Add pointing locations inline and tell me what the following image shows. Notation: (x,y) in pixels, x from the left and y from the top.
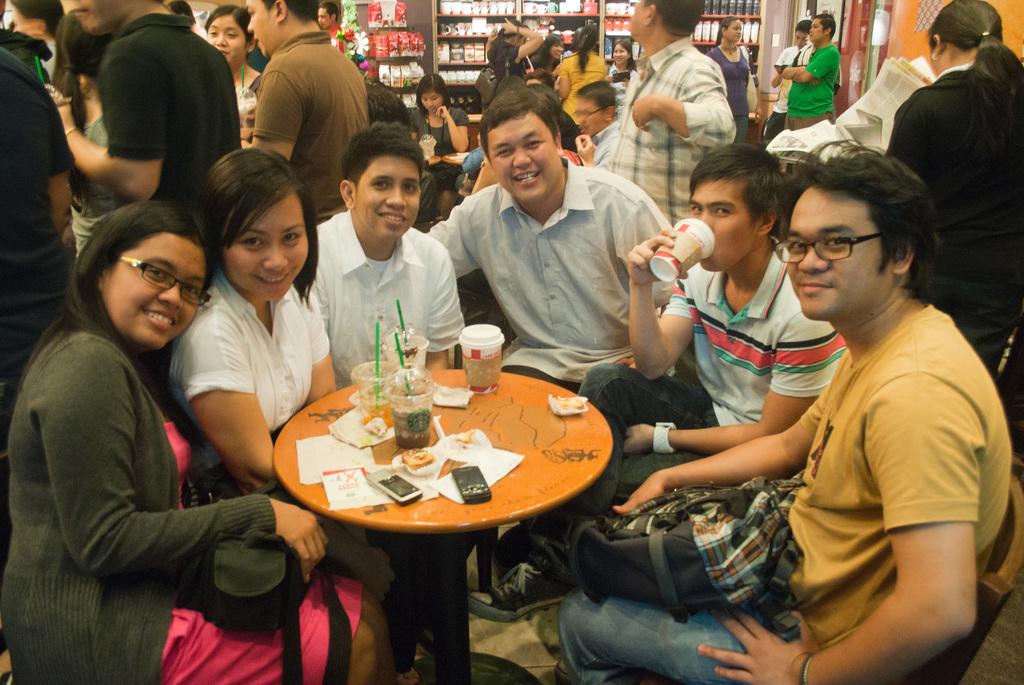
In this image there are so many people (260,359) are there some people (455,295) are sitting on the chair (487,557) and some people (312,126) are standing on floor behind the people (428,196) some shop (406,43) is there and some people (265,372) are sitting on the chair (478,567) in front of the table (528,420) the table (504,419) has mobile phones (476,498), glass (402,422), papers (338,454) and straws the two girls (266,450) are wearing shirt (264,388), skirt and sweater (109,528) and the boys (494,264) are wearing t-shirt (733,387), shirt (505,293) and pant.
